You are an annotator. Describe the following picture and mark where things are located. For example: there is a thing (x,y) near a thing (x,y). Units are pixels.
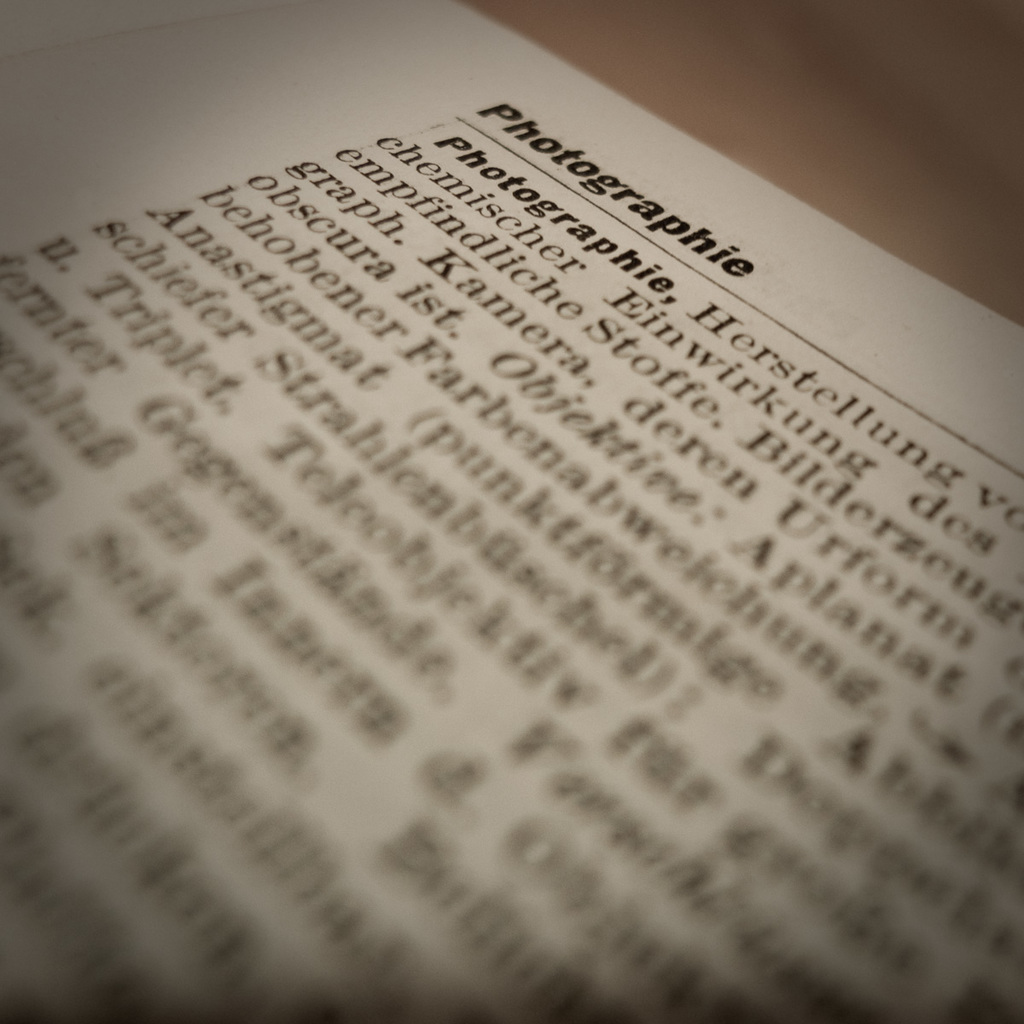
In this image I can see the text (471,289) on the white color paper (318,107). The paper (350,104) is on the brown color table (953,150).
